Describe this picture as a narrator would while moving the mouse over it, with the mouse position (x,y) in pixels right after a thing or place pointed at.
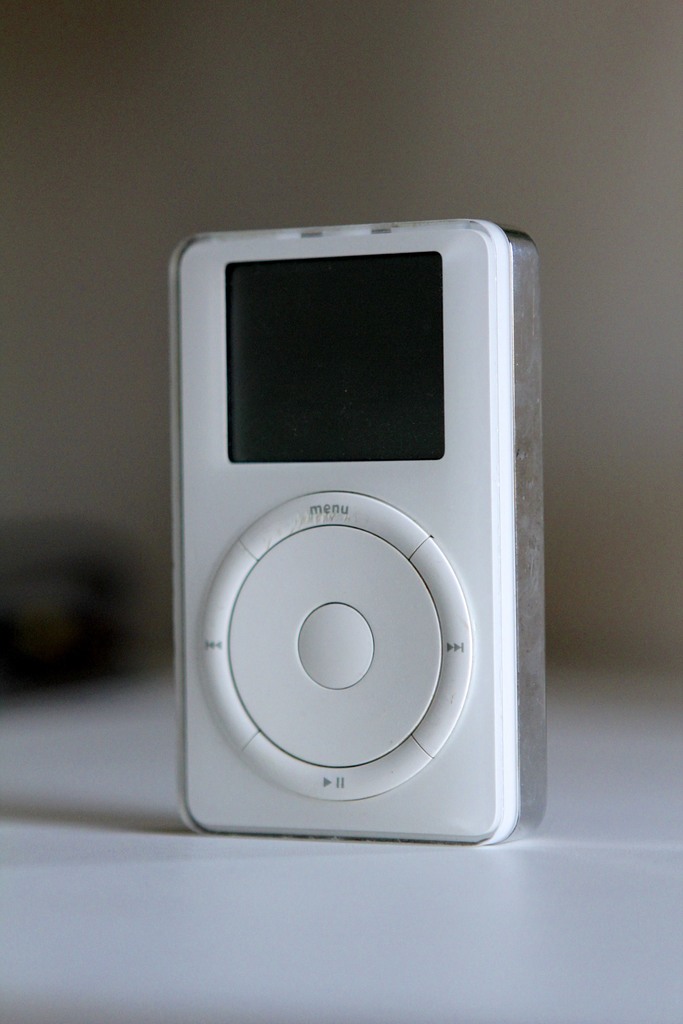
In the middle of the image (280,407) we can see a musical device (346,579) and we can see blurry background (286,79).
